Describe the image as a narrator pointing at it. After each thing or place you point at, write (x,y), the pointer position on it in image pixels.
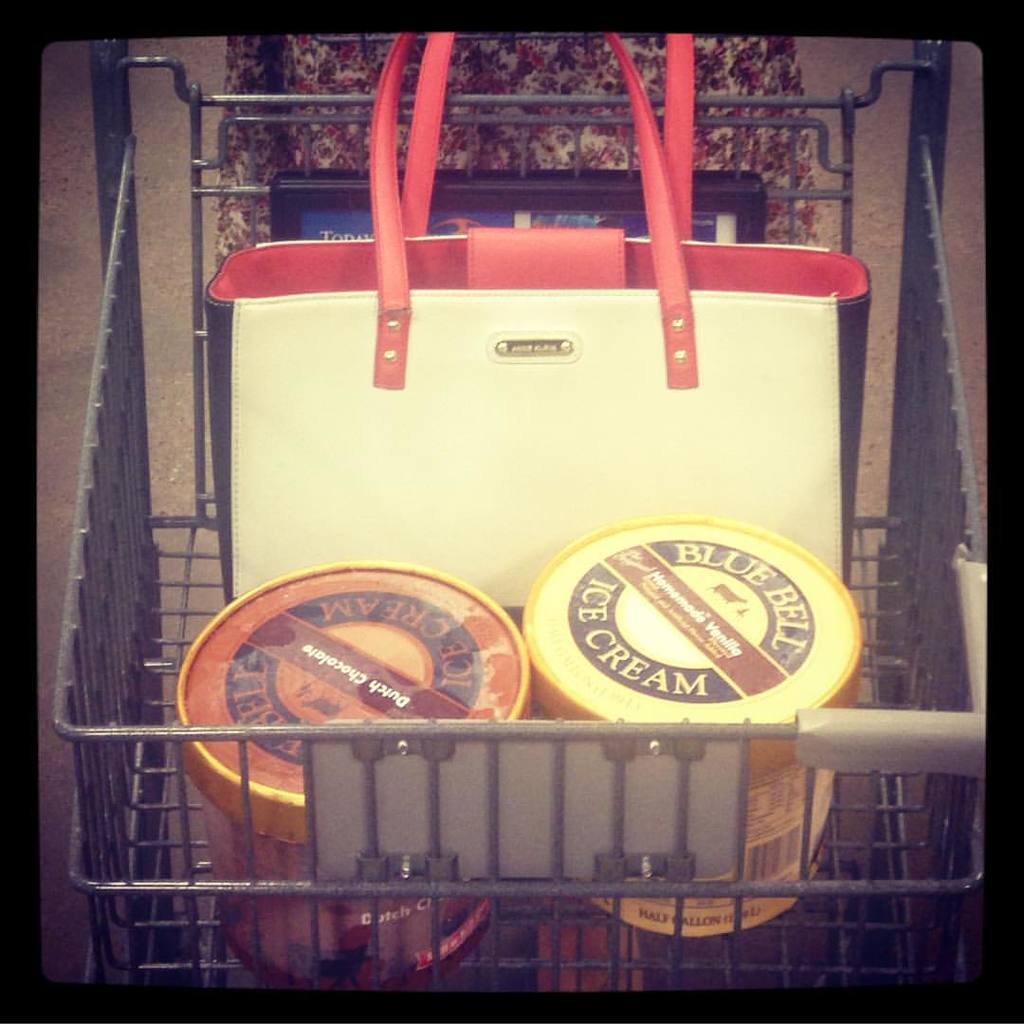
there is a bag (535,444) and ice cream tubs (790,628) in a trolley (793,184).
